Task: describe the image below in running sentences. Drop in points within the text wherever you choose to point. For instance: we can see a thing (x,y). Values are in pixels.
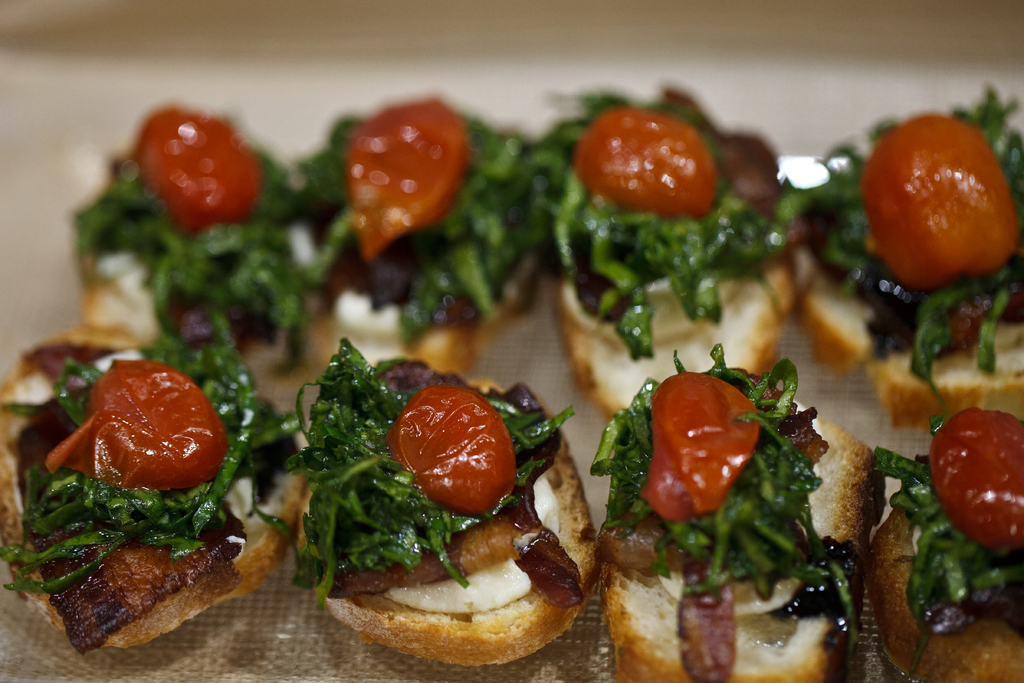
In this picture, we see the eatables (640,382). They might be placed on the table (254,663). In the background (418,63), it is white in color. This picture is blurred in the background (706,81).
